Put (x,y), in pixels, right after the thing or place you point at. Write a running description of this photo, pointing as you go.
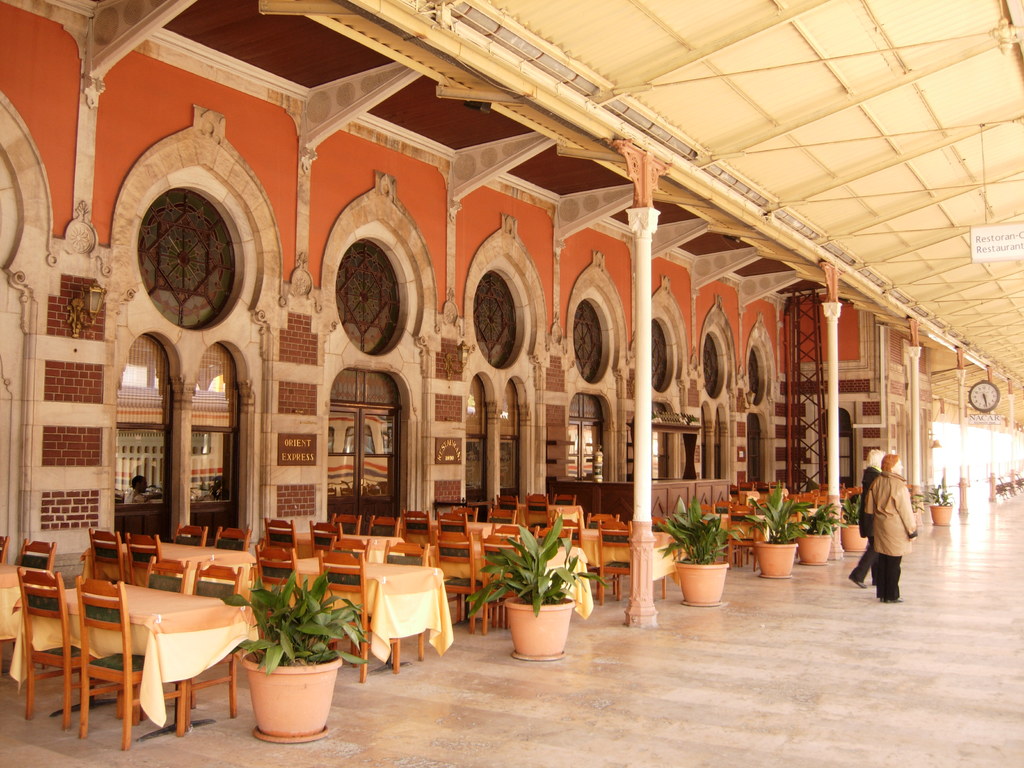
This picture is clicked outside the restaurant (395,511). Here, we see many tables (114,633) and chairs (385,522). In front of the table (384,601), we see many flower pots (779,533) and on the right of the picture (895,570), we see two people (888,478) standing. On the right corner of the picture (976,395), we see a clock watch (990,390) and above the picture, we see the ceiling (791,36) of the platform (806,581).
